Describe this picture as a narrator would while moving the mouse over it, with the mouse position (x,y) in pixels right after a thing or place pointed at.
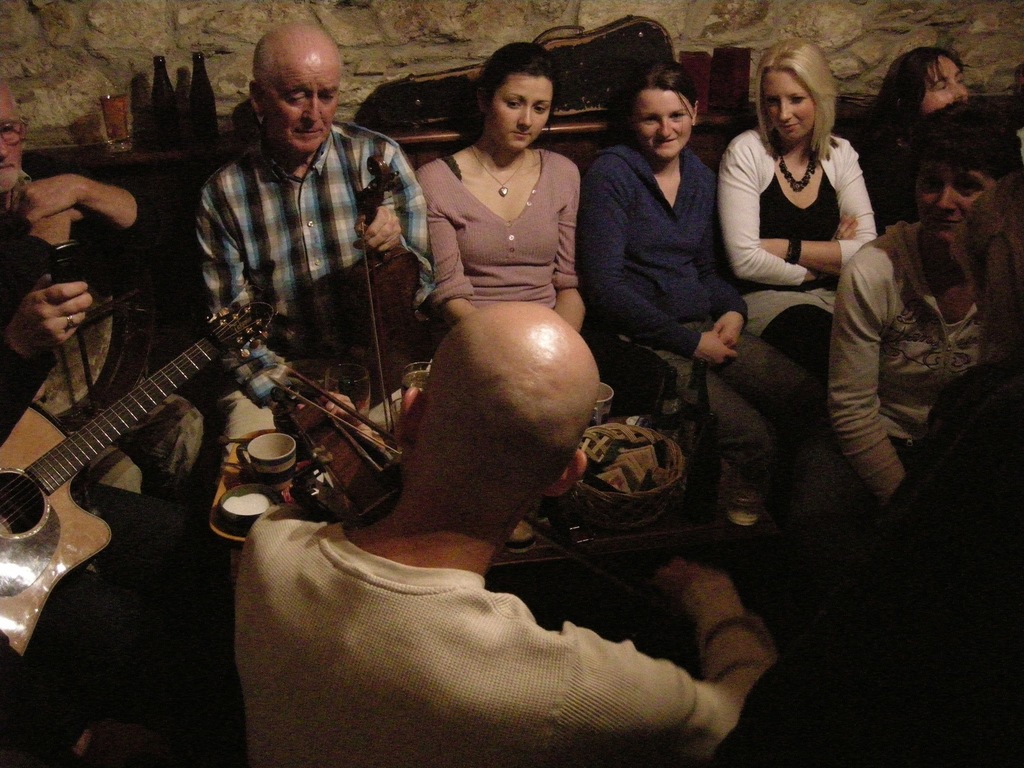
In this picture we can see a few people (421,522) sitting. We can see cups (240,459), glasses (126,117), bottles (702,436), a basket (621,507) and a few things (623,481) on the table (692,531). We can see a person (183,507) holding an object (59,350) visible on the left side (33,315). There are a few objects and a stone wall (241,1) is visible in the background (933,1).
